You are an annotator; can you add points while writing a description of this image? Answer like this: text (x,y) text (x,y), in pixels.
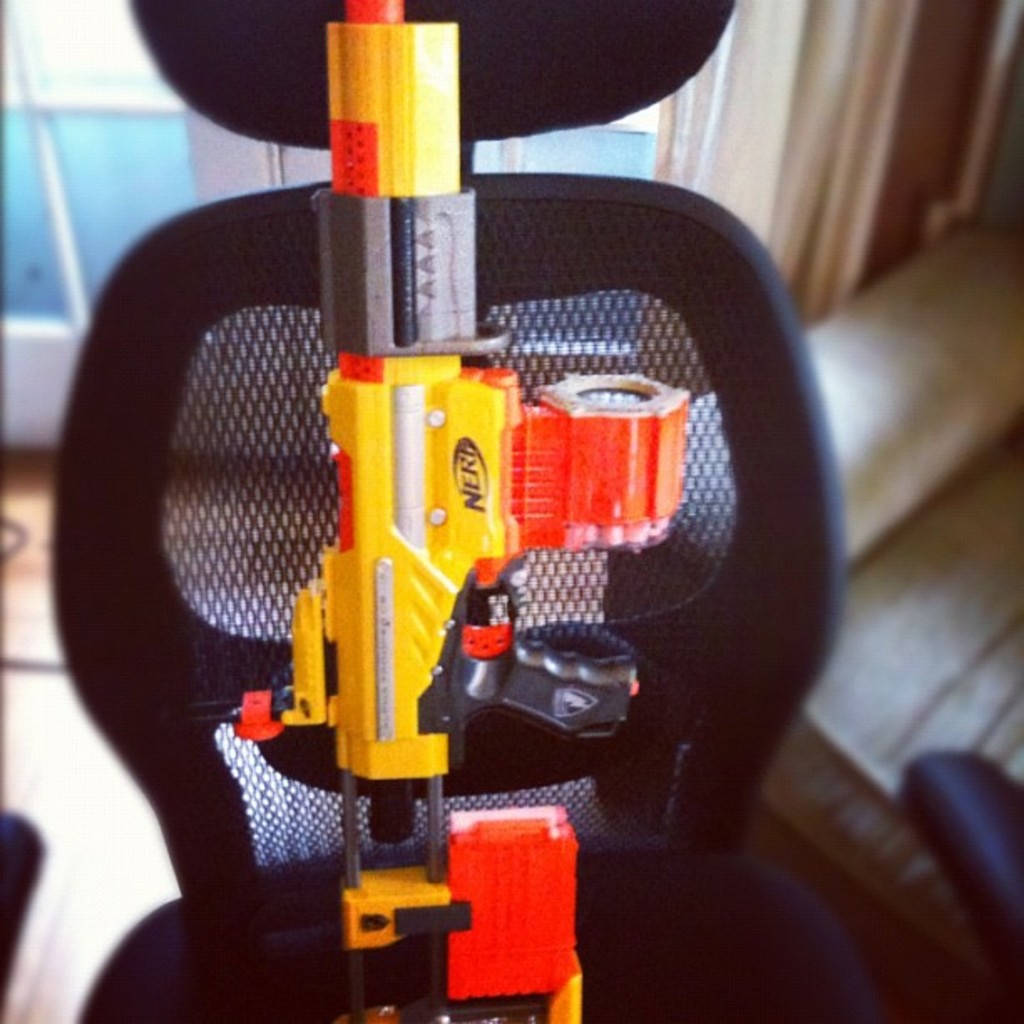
In this image, we can see a gun (497,492) on the black color chair (565,585) and there is a blur background (27,368).
